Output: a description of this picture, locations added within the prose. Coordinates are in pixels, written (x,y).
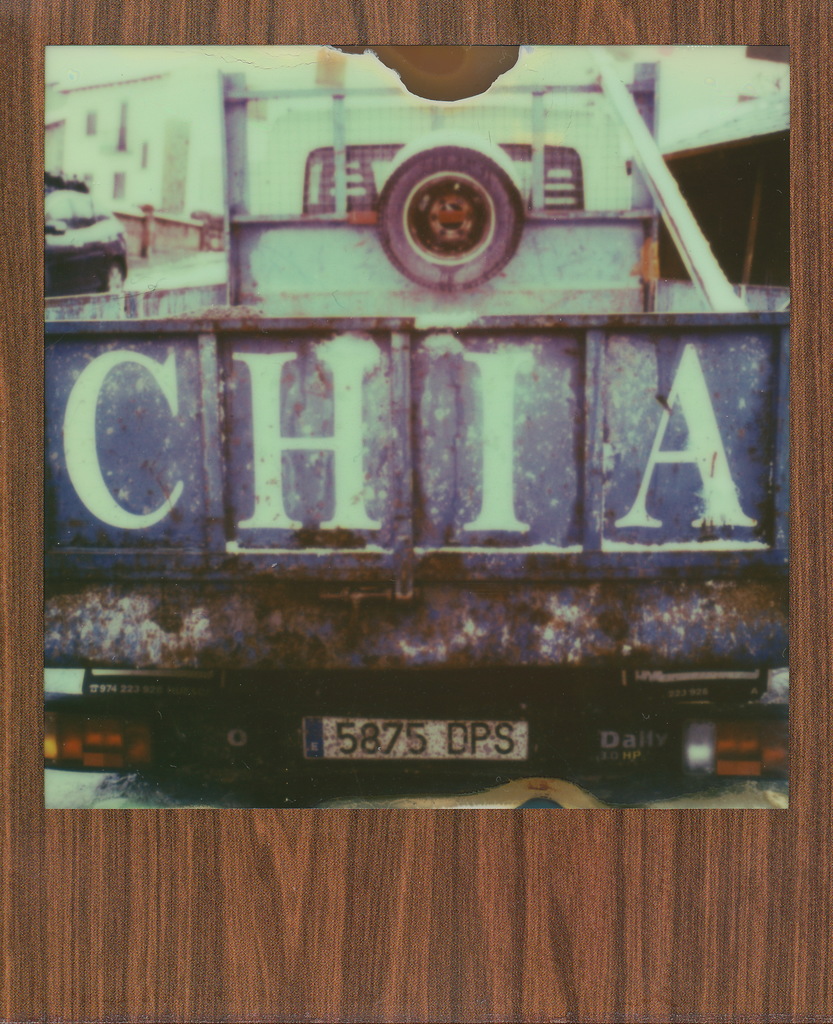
In this image we can see the wooden frame (256,854) and in the center (327,413) we can see the vehicle (497,382) with the number board (438,746) and also the text (495,371).
